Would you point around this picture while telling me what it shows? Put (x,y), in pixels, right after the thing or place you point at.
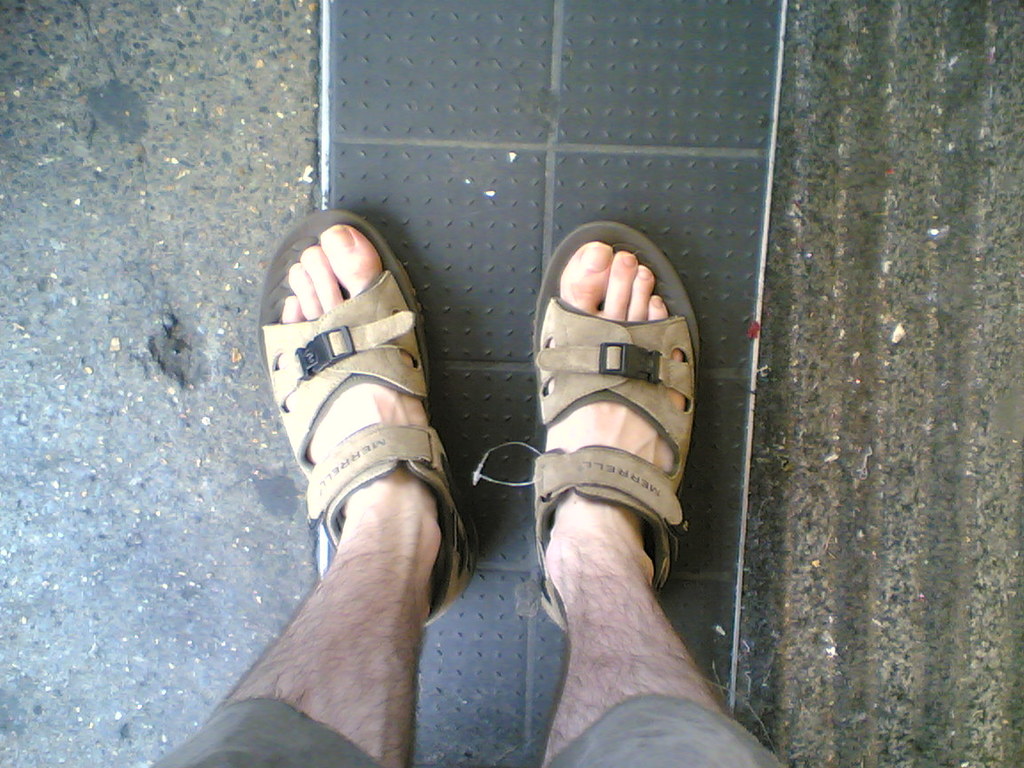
The picture consists of person's legs (363,573). At the bottom (56,537) it is floor (858,215).
